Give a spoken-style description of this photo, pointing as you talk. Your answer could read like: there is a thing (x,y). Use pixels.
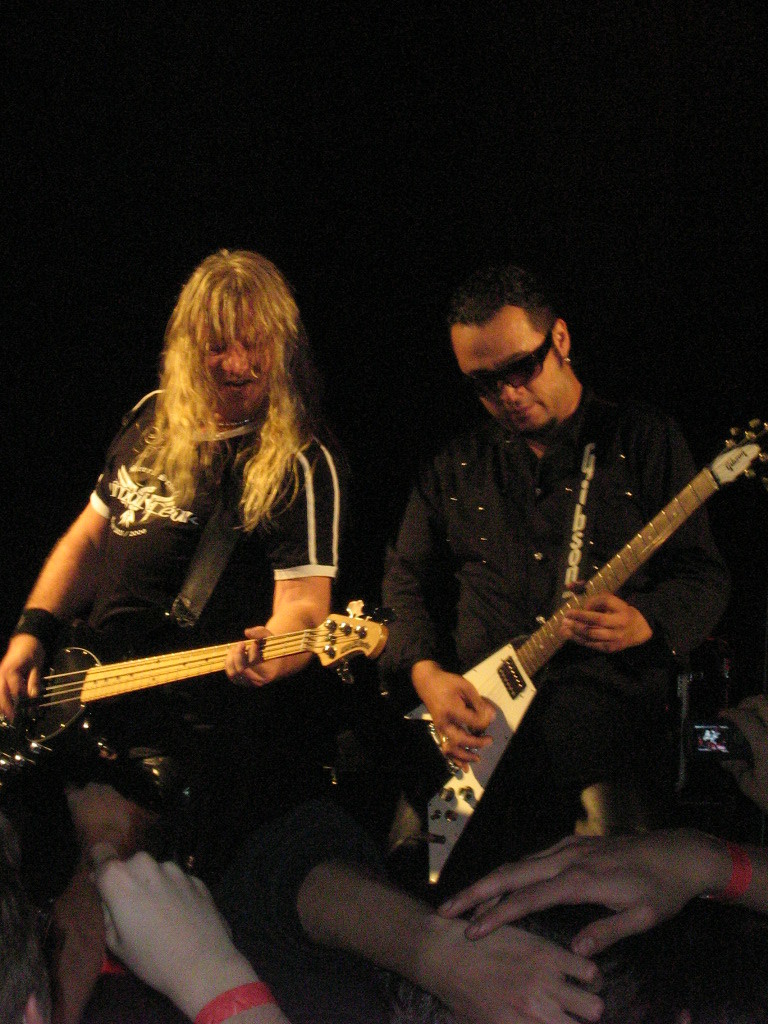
in the center (453,480) we can see two persons (463,582) were holding guitar (203,657). in the bottom (195,901) we can see few persons (656,917) were standing and holding camera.
